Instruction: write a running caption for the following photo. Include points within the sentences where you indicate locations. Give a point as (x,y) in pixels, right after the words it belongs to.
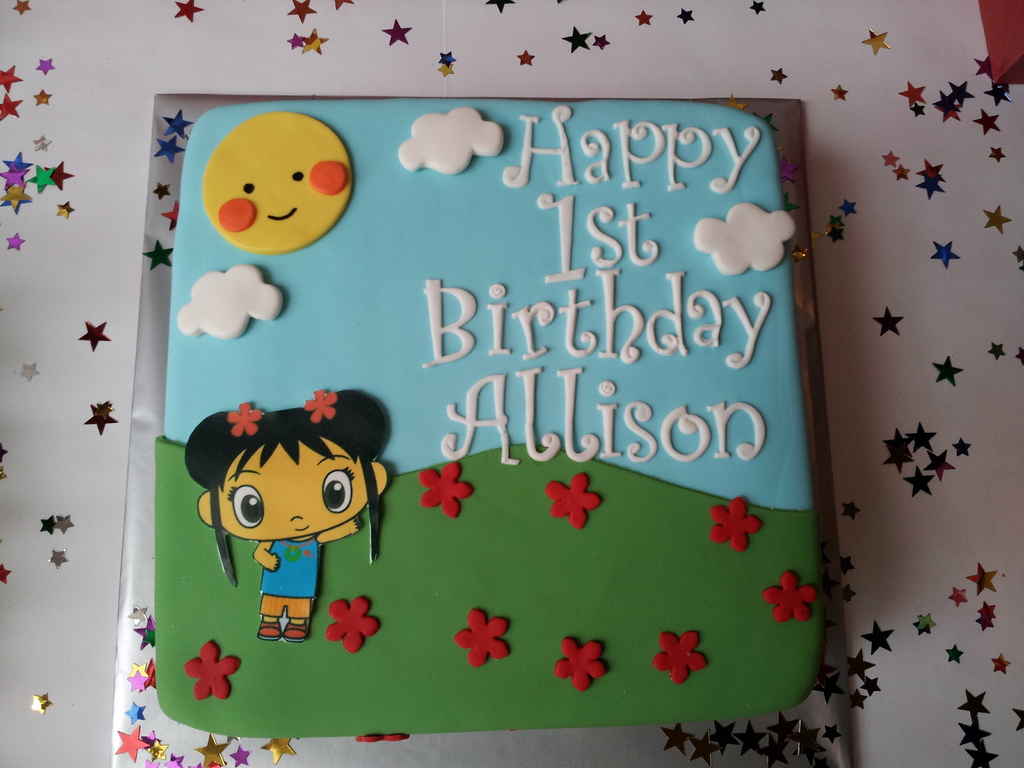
In the picture i can see cake (335,385) which is of two different colors like green, blue, i can see some cartoon images (270,477) on it and there are some stars (149,628) around it.
